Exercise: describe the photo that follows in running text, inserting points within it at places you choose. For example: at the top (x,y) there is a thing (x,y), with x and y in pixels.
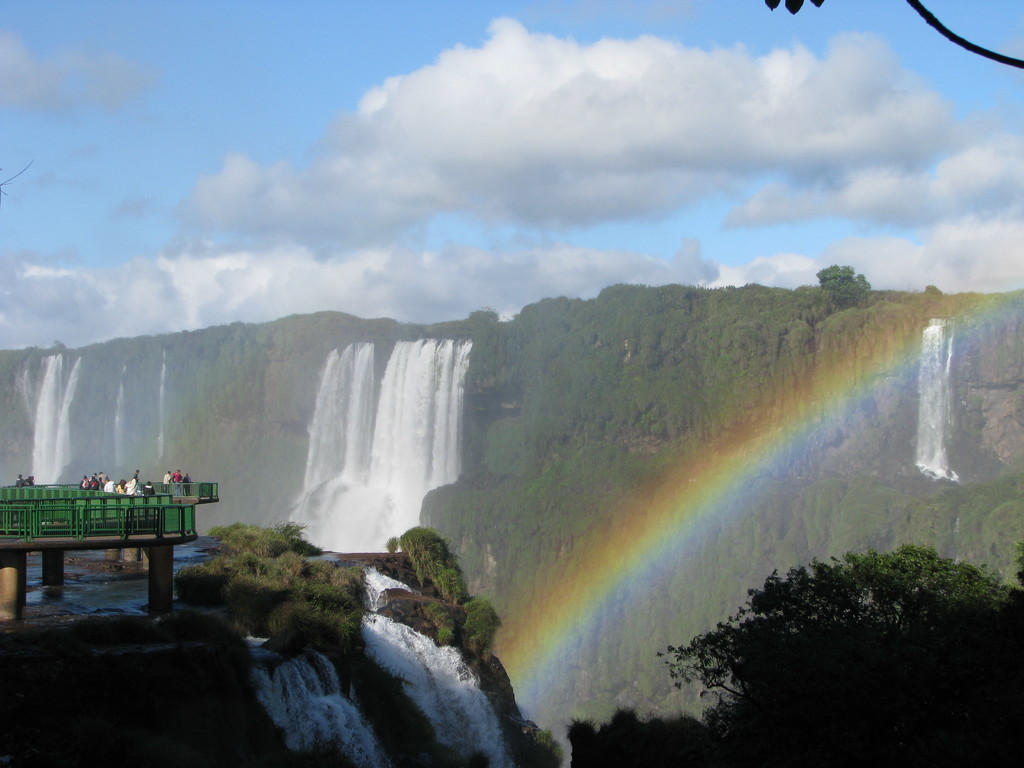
To the left side of the image (109,523) there is a bridge (88,508) with few people (121,481) are standing. Below the bridge (119,536) there is a hill (260,606) with water flow (416,668). To the right bottom of the image (802,683) there is a tree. And to the top of the image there are hills (820,431) with waterfalls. To the top of the image (373,106) there is a sky (391,212).
